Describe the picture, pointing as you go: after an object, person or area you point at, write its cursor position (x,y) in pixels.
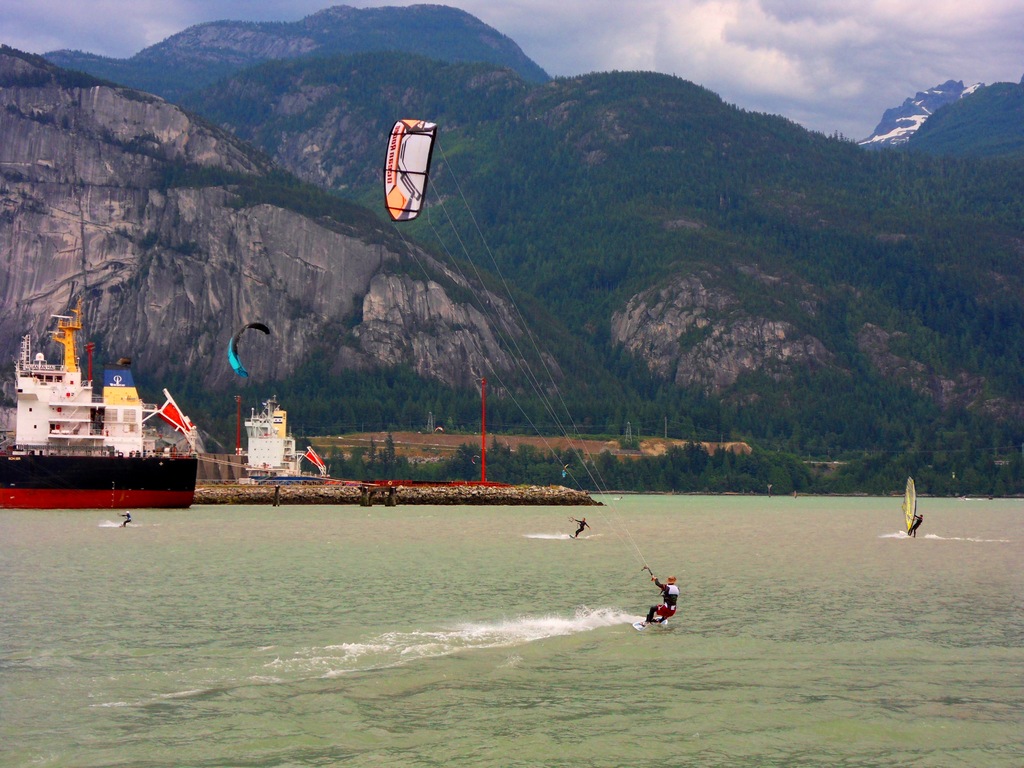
In this picture I can see a ship (65,415) and few people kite surfing on the water (360,574) and I can see a human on the boat (910,514). I can see few trees (772,434), hills (672,336) and a blue cloudy sky (700,48).
